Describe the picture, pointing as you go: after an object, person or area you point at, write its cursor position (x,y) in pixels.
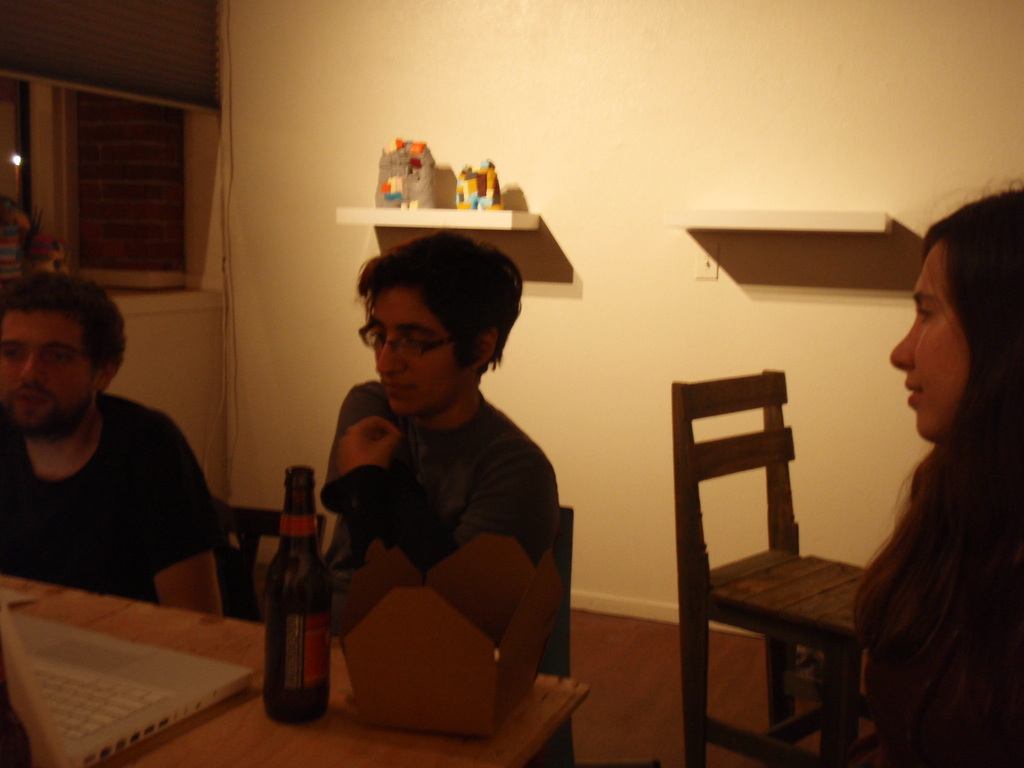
In this Image I see 2 men (147,547) and a woman (987,662) and there is a table (355,740) in front of these 2 and there is a laptop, box (390,629) and a bottle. In the background (325,473) I see the wall (315,14) and a chair (814,598).
